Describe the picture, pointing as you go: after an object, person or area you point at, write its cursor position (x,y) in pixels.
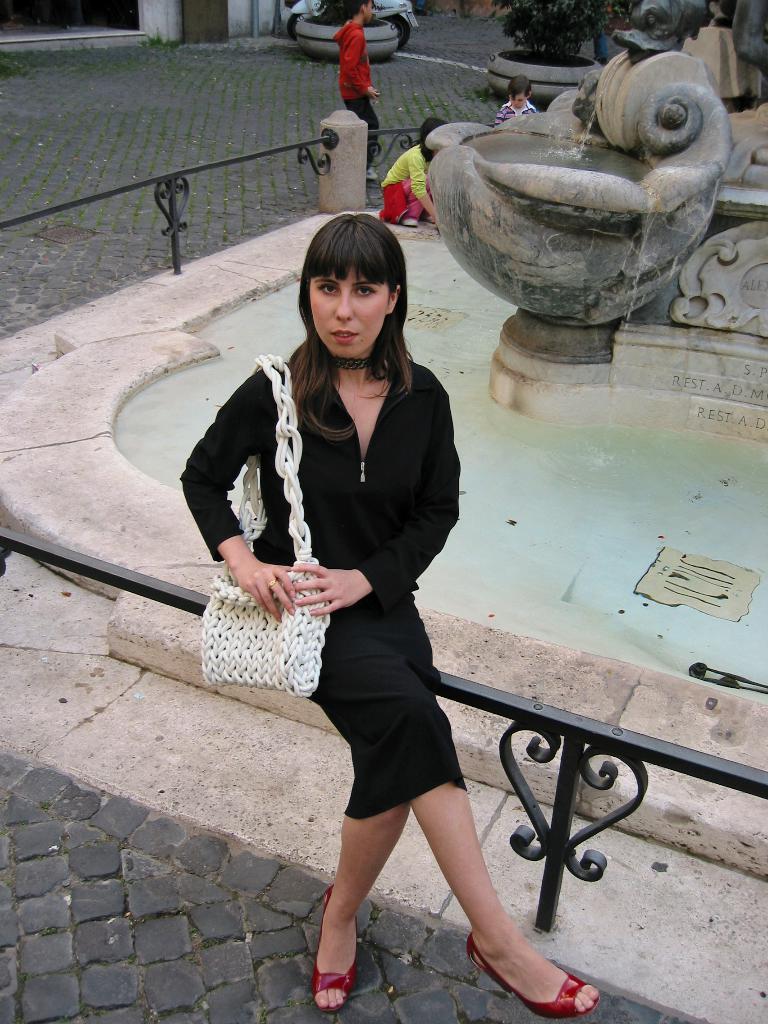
In this image we can see a woman (359,638) sitting on a metal fence (529,714) and carry a bag (302,502). Behind the woman (321,451) we can see a fountain (565,327) and few persons (368,133). At the top (511,6) we can see houseplants (537,13), a vehicle (294,10) and wall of a building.
